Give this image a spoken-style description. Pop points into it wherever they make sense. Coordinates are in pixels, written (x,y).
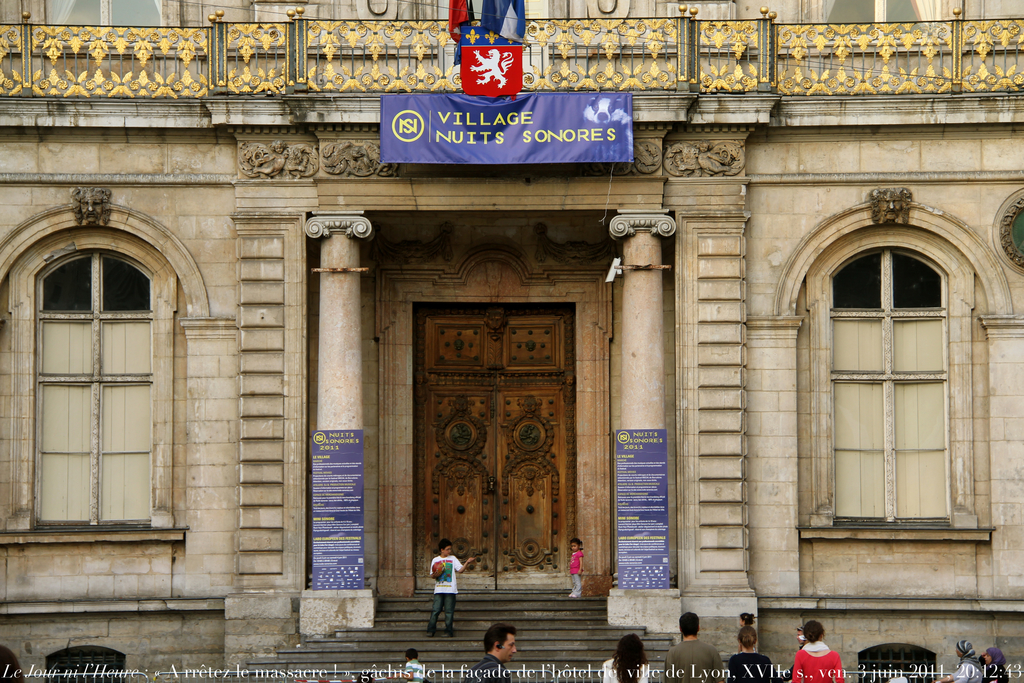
In this image in the center (449,246) there is one building (282,393) at the bottom (460,629) there are some stairs (460,597) and some people (801,639) are walking, and on the top of the image (479,122) there is one board (502,116). On the right side (948,419) and left side (130,360) there are two windows (889,449).
